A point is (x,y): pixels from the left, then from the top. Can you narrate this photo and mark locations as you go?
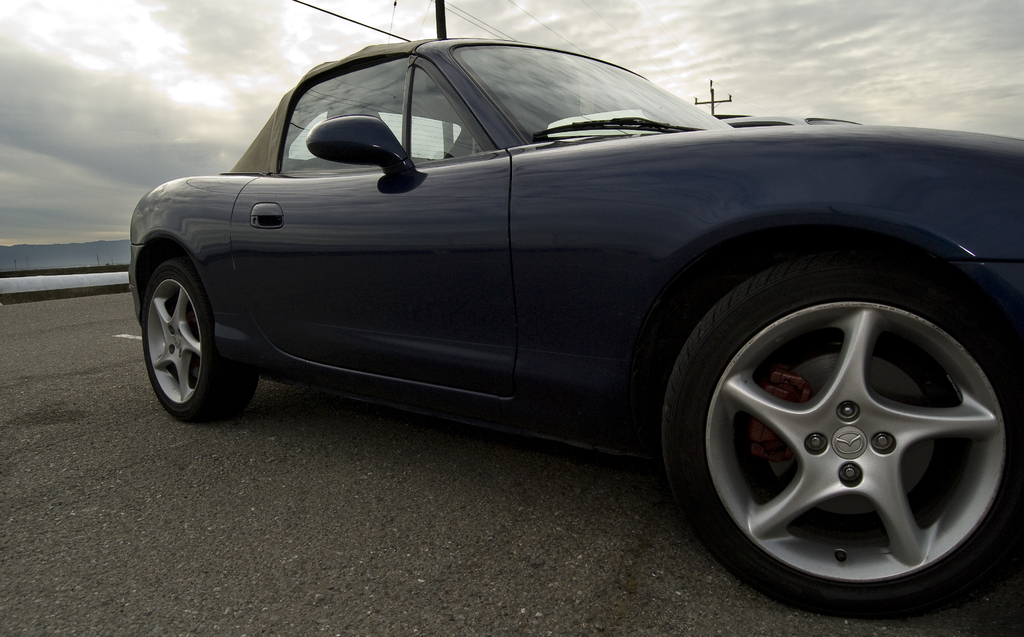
In the image we can see a car (626,264), blue in color. This is a road (275,407), mountain (98,252), electric pole (442,18), electric wires (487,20) and a cloudy sky (83,76).
